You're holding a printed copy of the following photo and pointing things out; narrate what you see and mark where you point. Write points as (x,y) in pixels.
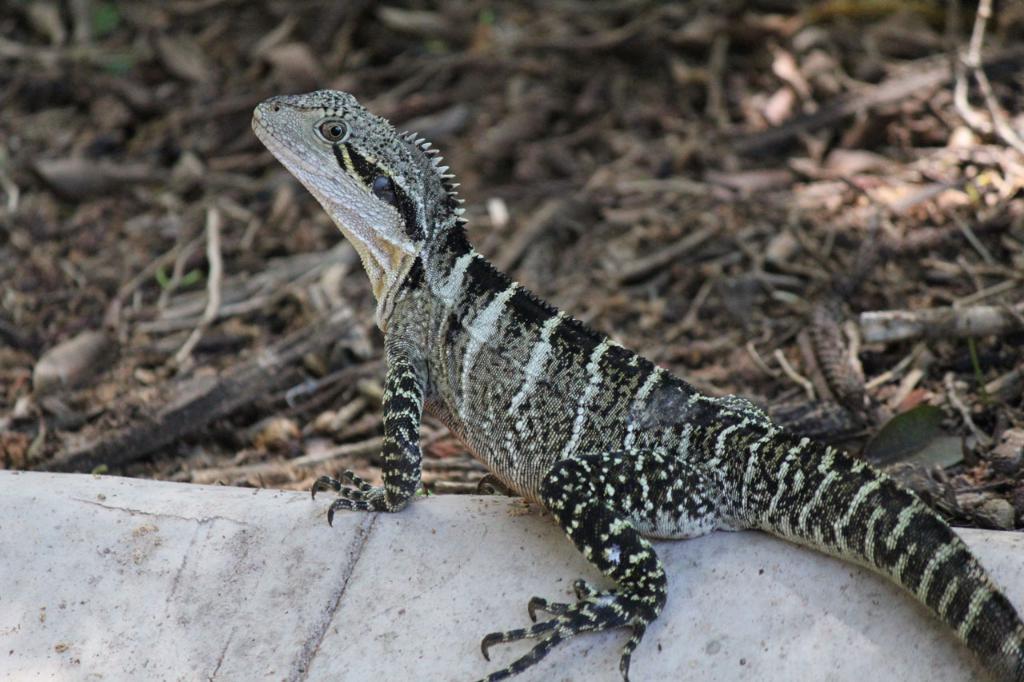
In this image in the center (373,240) there is one lizard (679,405) on the wall (572,580), and in the background (675,143) there are some stones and scrap (832,241).
